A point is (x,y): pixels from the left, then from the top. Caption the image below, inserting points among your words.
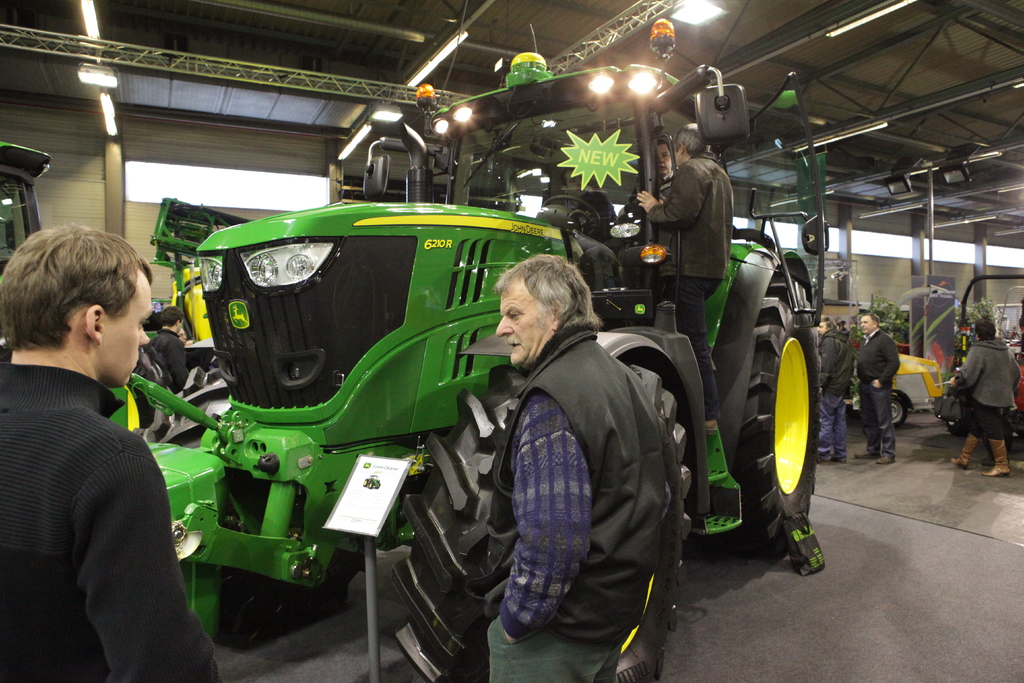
In this picture we can see vehicles (399,426) and some people (984,377) on the floor (959,577), stand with a paper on it and some objects (838,276) and in the background (958,238) we can see the wall (959,270).
